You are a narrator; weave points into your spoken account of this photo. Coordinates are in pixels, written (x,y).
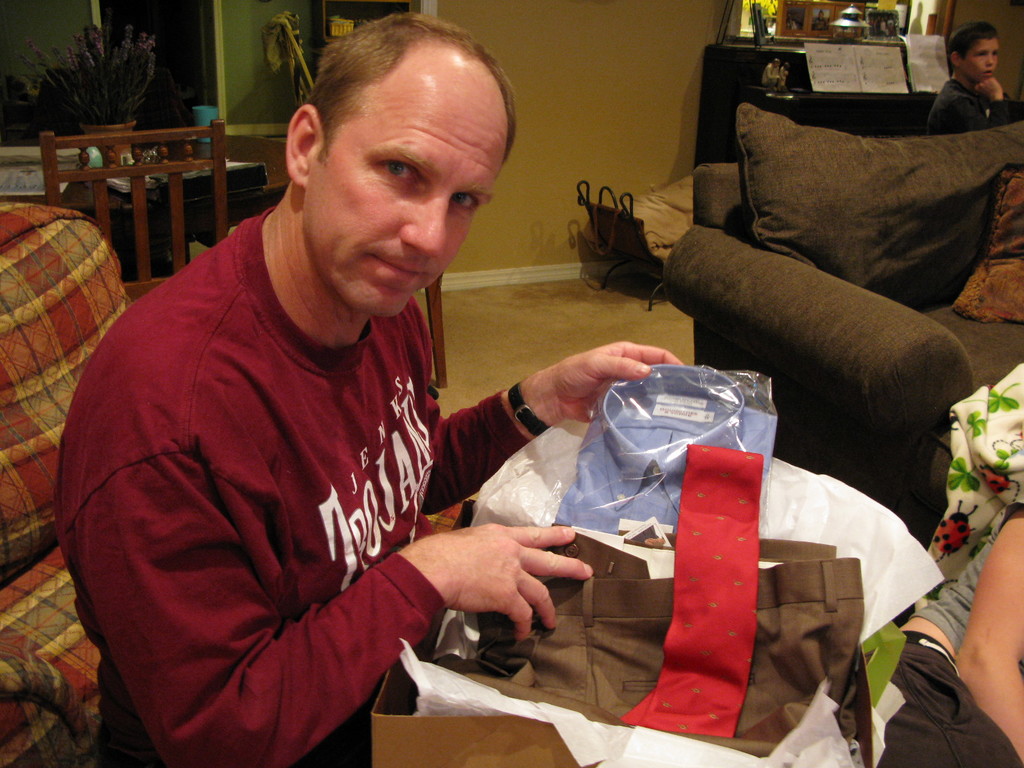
As we can see in the image there is a wall (663,44), chair (100,210), table (123,202), a person (342,498) sitting on sofa (41,479), clothes (591,468) and a box (792,721).
